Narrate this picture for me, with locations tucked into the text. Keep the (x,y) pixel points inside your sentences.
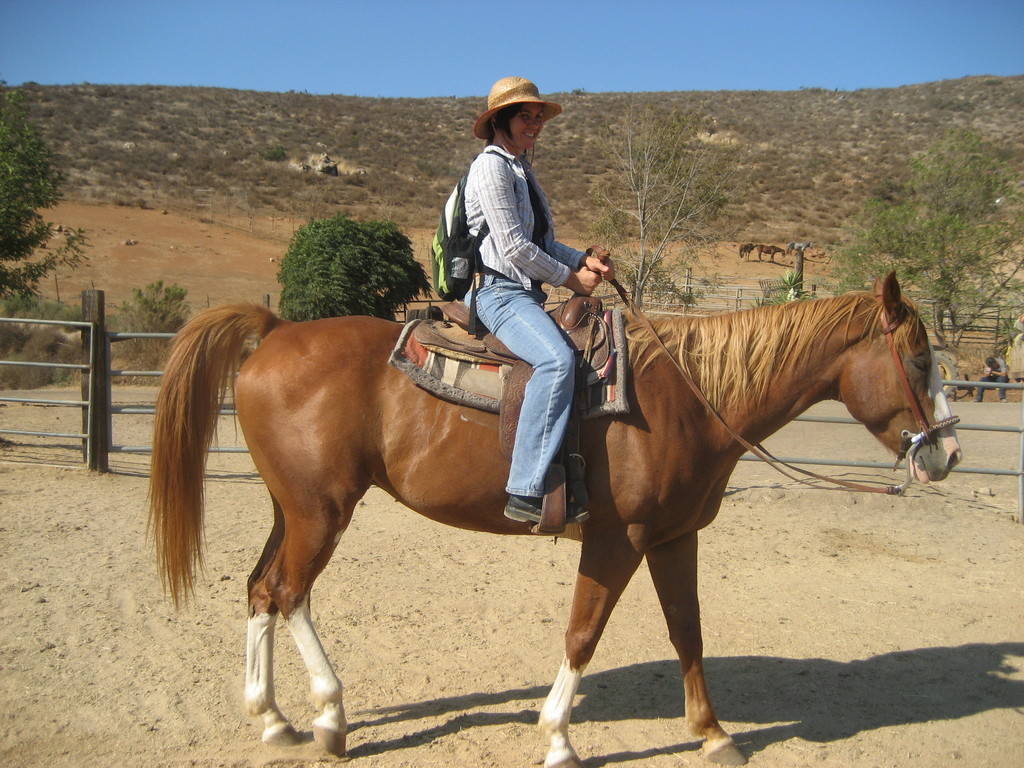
In this image we can see a person (530,278) wearing dress (505,278), hat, backpack (439,275) and shoes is sitting on the horse (269,464) which is on the ground (722,604). In the background (1023,296) we can see the fence (113,339), trees (965,252), hill (1007,112) and sky (271,62).
